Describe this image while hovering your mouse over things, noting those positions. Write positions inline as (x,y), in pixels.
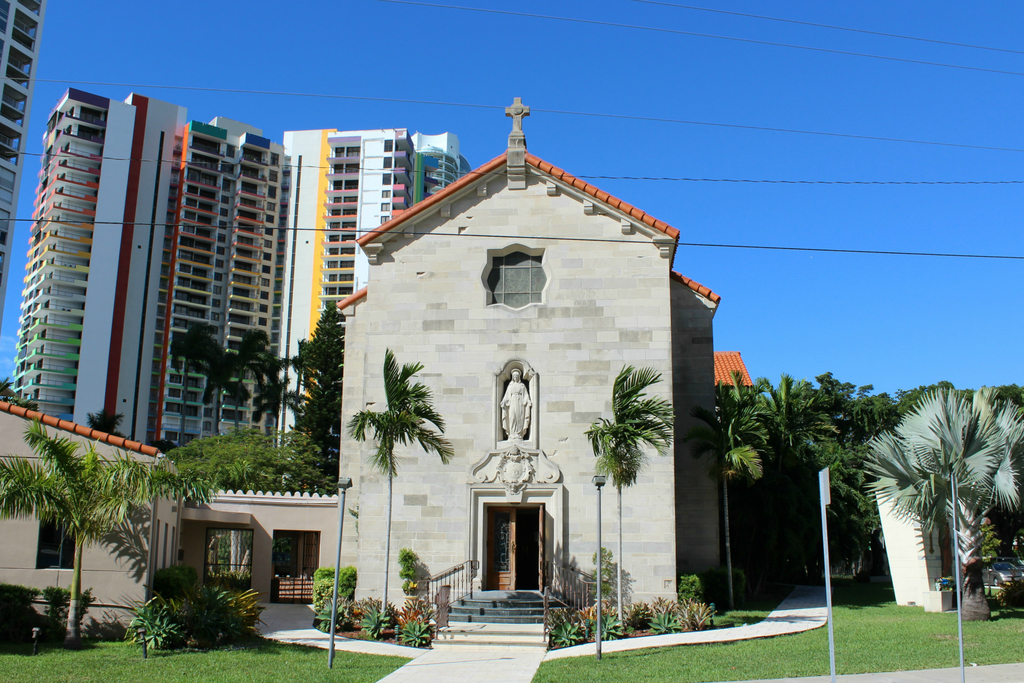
Here we can see buildings (429,339), trees (618,412), plants (409,569), windows (63,548), sculpture (515,440), grass (601,670), poles (330,636), and wires (518,236). In the background (792,193) there is sky (772,94).
